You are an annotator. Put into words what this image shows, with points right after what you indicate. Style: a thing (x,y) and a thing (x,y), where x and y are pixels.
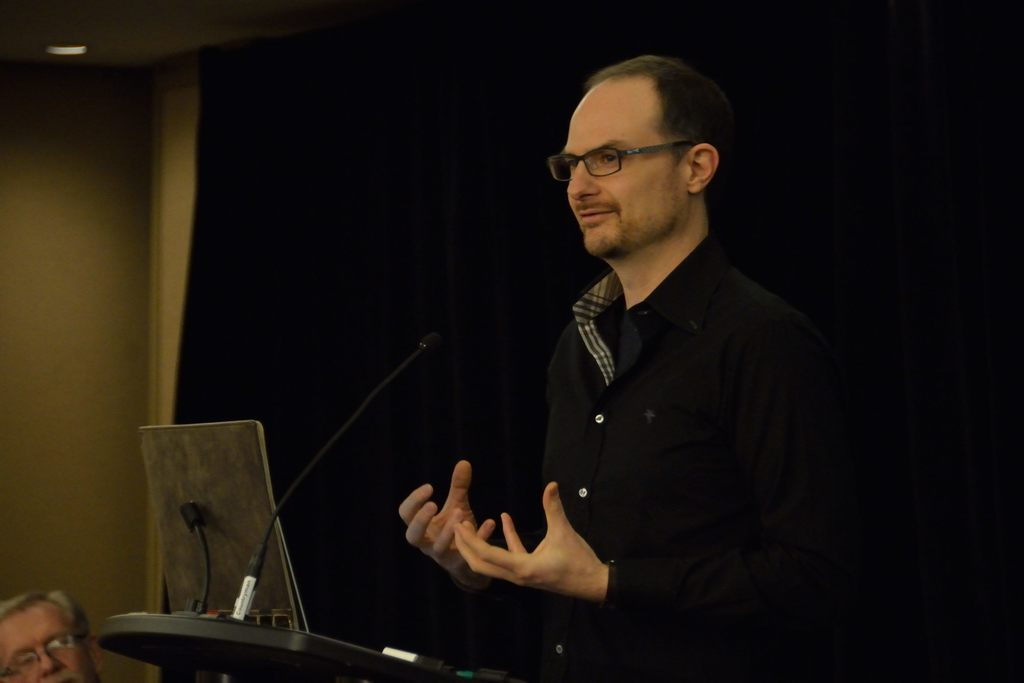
In the picture I can see one person (635,412) is talking in front of the microphone (283,504), on the table (293,653) there is a laptop (248,539) placed, at the left side of the screen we can see one person (56,641).
